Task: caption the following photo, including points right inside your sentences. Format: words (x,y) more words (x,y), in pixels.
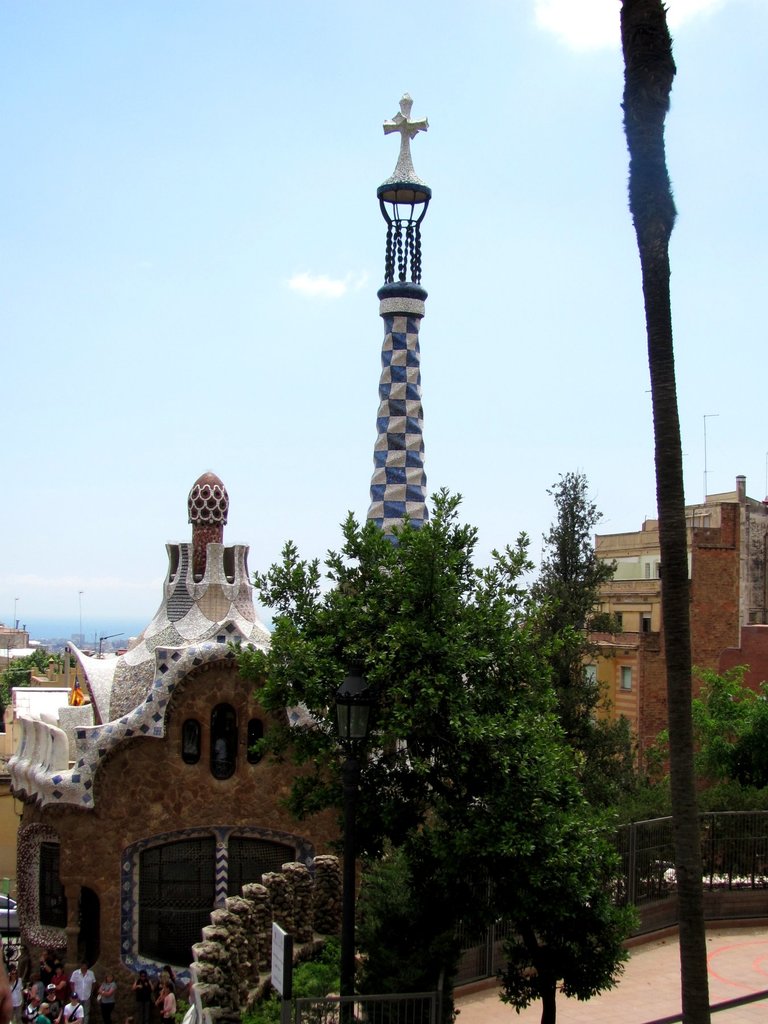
In this picture there are people (162,998) and we can see buildings (647,682), tower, trees (377,647), fence (413,993), poles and board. In the background of the image (181,342) we can see the sky (139,222).
